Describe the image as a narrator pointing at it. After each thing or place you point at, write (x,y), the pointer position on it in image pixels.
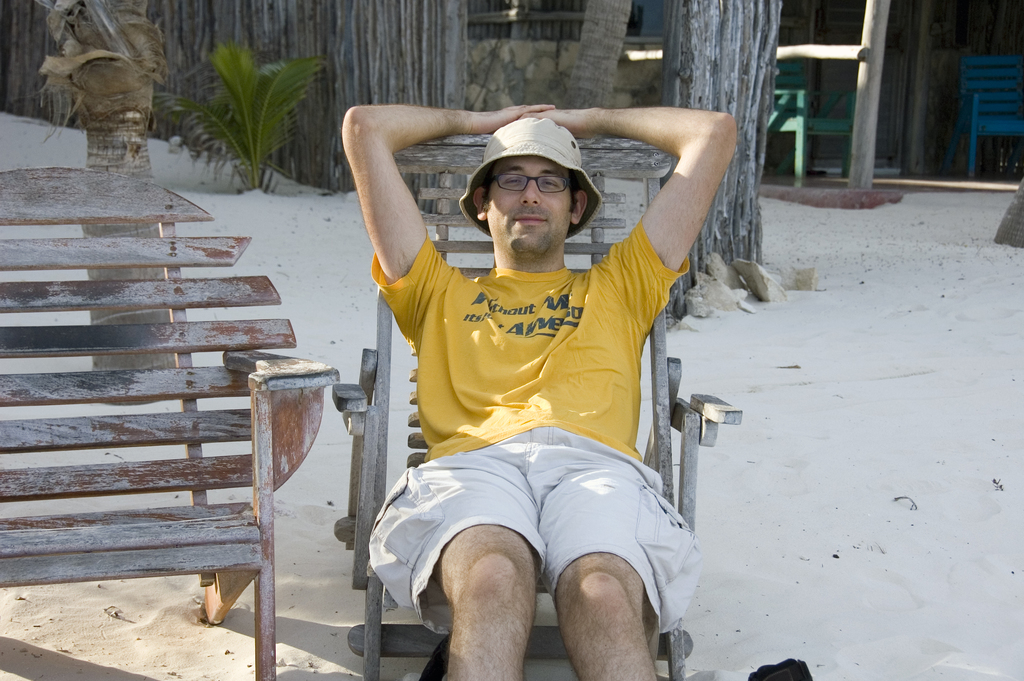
In the center (473,412) we can see one man (527,373) sitting on the chair (662,357) and he is smiling, which we can see on his face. On the left (97,426) there is a bench (109,267). In the background (438,49) we can see tree (69,95), plant (254,116), bench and wood (860,125).
